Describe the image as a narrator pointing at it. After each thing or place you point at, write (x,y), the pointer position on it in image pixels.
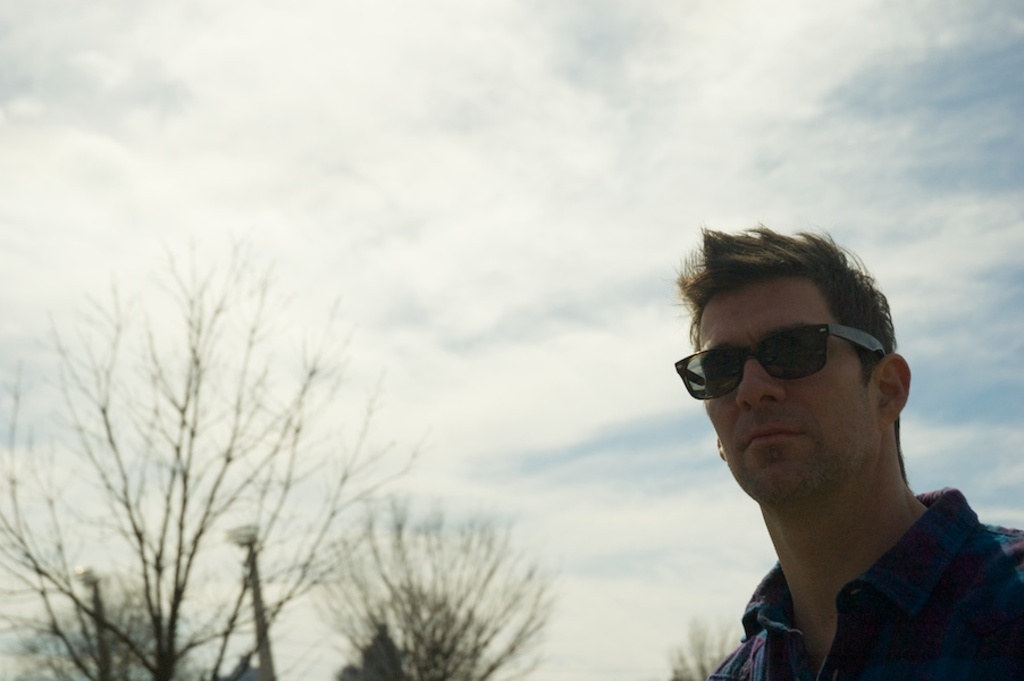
In this picture we can see a man (799,478) with the goggles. On the left side of the man (780,537) there are trees (190,566). Behind the man (771,441) there is the cloudy sky (557,359).
